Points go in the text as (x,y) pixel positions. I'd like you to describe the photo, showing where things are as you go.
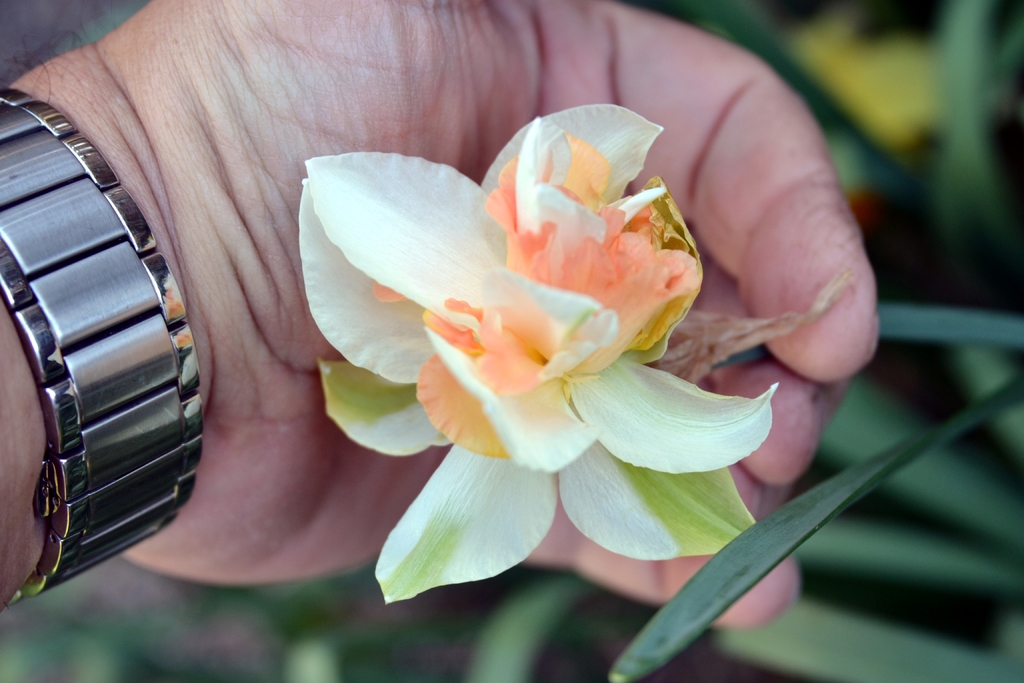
In this picture we can see a person (386,138) is holding a flower (460,400) and to the person hand (263,332) there is a watch (111,359). Behind the hand (234,372), there is a blurred background and leaves (741,591).
